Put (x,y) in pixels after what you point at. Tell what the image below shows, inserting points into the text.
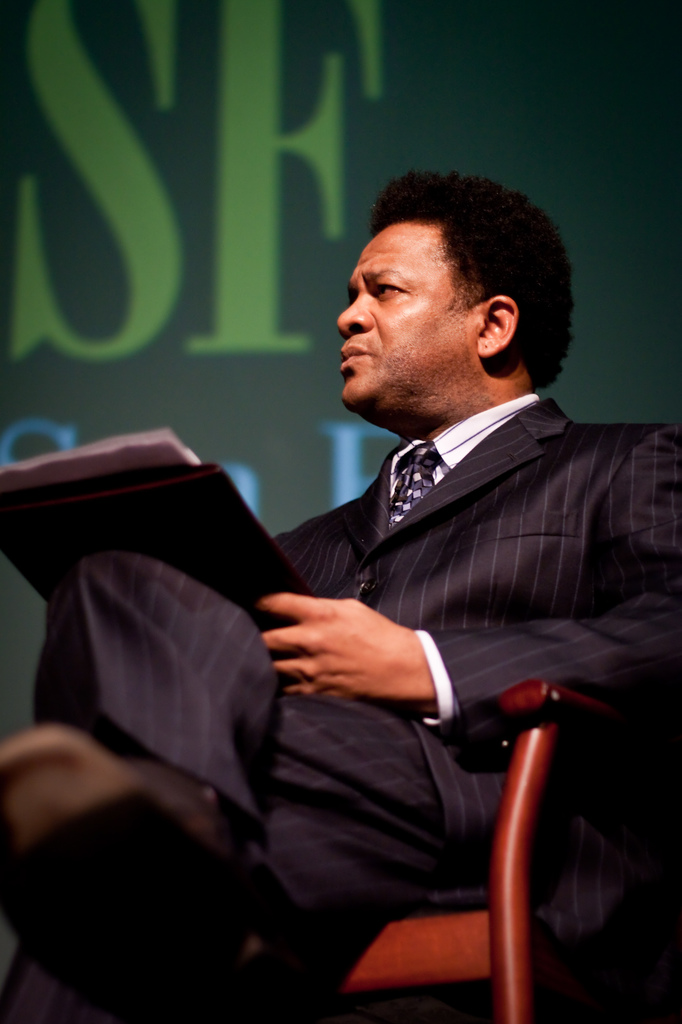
In this image, I can see a man (488,806) sitting on a chair (563,973) and holding a file (239,531). In the background (111,264), there are some words (262,56).
